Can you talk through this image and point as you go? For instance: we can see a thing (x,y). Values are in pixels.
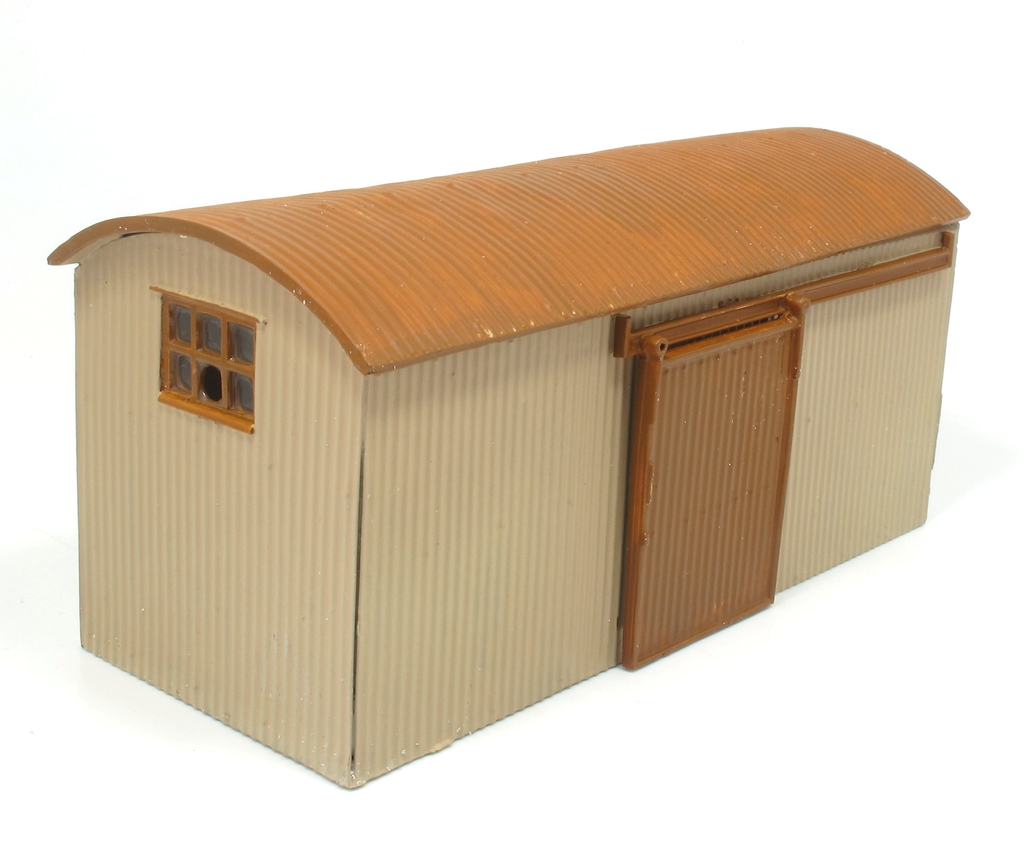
In the middle of this image (581,494), there is a shelter (873,441) having a door (713,383), a roof (554,304) and a window (199,334). And the background (1004,441) is white in color.
